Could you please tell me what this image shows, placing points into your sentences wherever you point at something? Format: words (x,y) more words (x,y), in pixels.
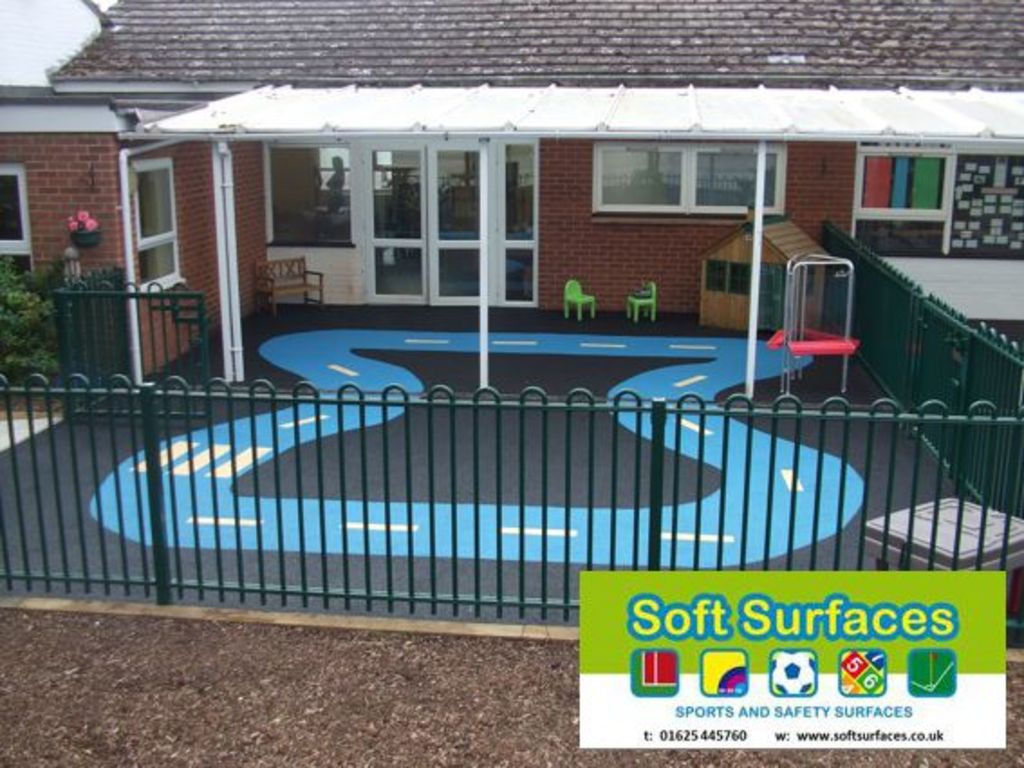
In this image we can see a house (525,161). On the house (525,161) we can see the windows (27,247) and doors (368,287) with glass (522,264). In front of the house (548,272) we can see the chairs (654,318), bench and fencing (960,395). On the left side (44,275), we can see the plants (7,309). At the bottom (532,764) we can see the sand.
